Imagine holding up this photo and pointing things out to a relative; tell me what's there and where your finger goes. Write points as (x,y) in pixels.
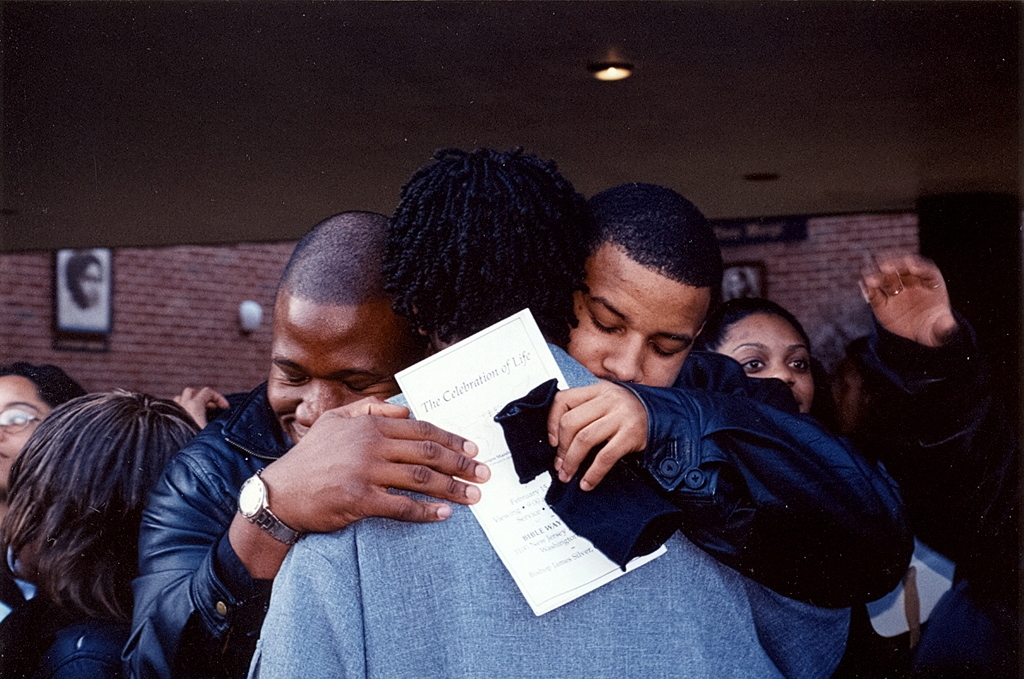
In the image there are few people (614,308). In the middle of the image (631,319) there is a person (627,307) holding a paper (517,518) and gloves (617,536) in the hand (582,398). And there is another person (261,477) with a watch (253,504). In the background (30,354) there is a wall (256,296) with frames (91,292). At the top of the image (224,95) there is ceiling (612,87) with lights (610,67).
